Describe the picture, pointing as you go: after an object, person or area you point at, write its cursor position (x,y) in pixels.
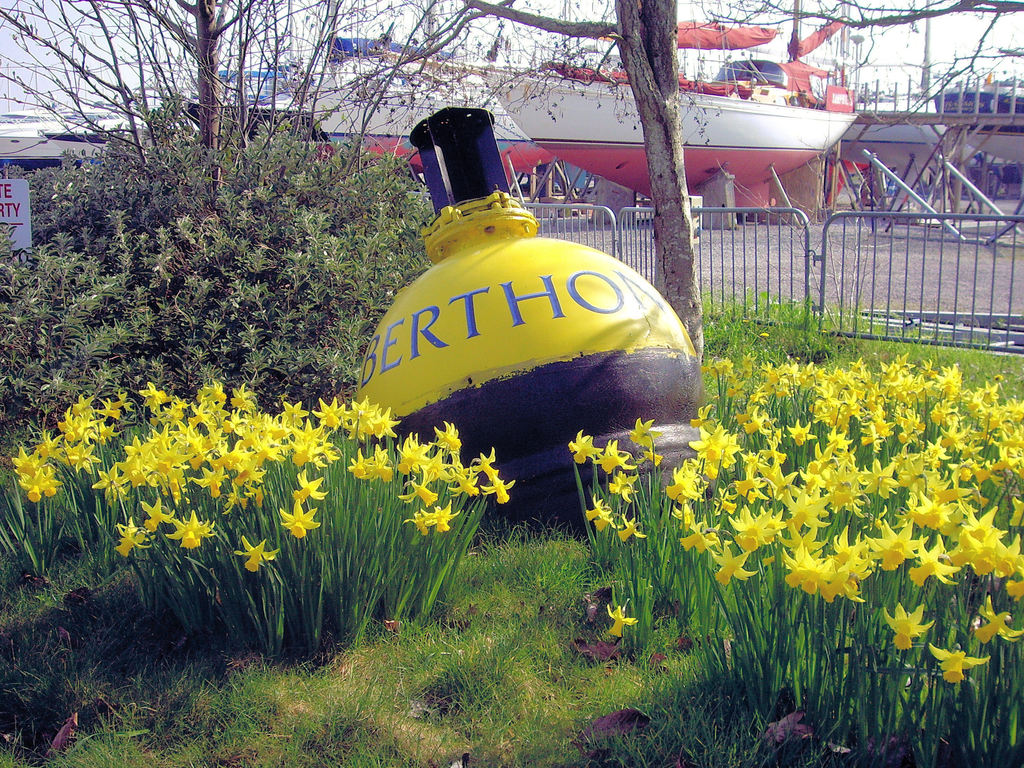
In the middle of the image (516,309), there is an object (454,186) in yellow and black color combination on the ground (516,523), on which there are plants (302,479) having yellow color flowers (847,595), there are trees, there is a fence (812,300) and there is grass (285,719) on the ground (321,719). In the background (760,199), there are boats (993,155) and there is sky (961,25).
